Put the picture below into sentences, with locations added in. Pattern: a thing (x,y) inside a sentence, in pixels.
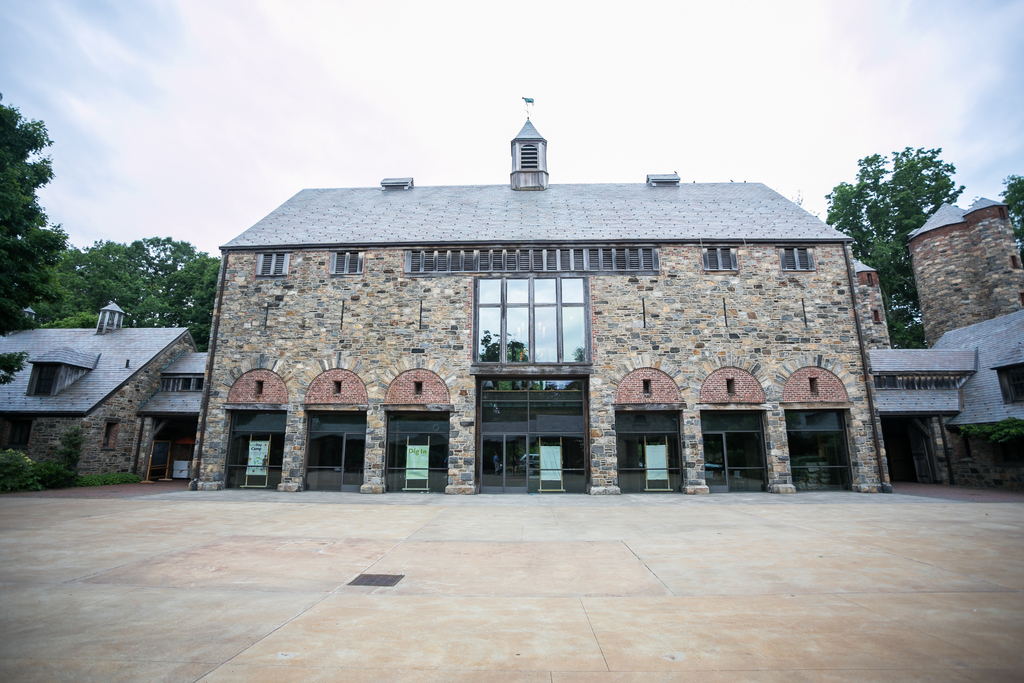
In this image we can see floor (423,538), buildings (418,379), roofs (160,338), windows (734,418), hoardings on the stands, trees (26,274), roofs (1001,408), glass doors (255,476) and clouds (59,112) in the sky (750,123).
